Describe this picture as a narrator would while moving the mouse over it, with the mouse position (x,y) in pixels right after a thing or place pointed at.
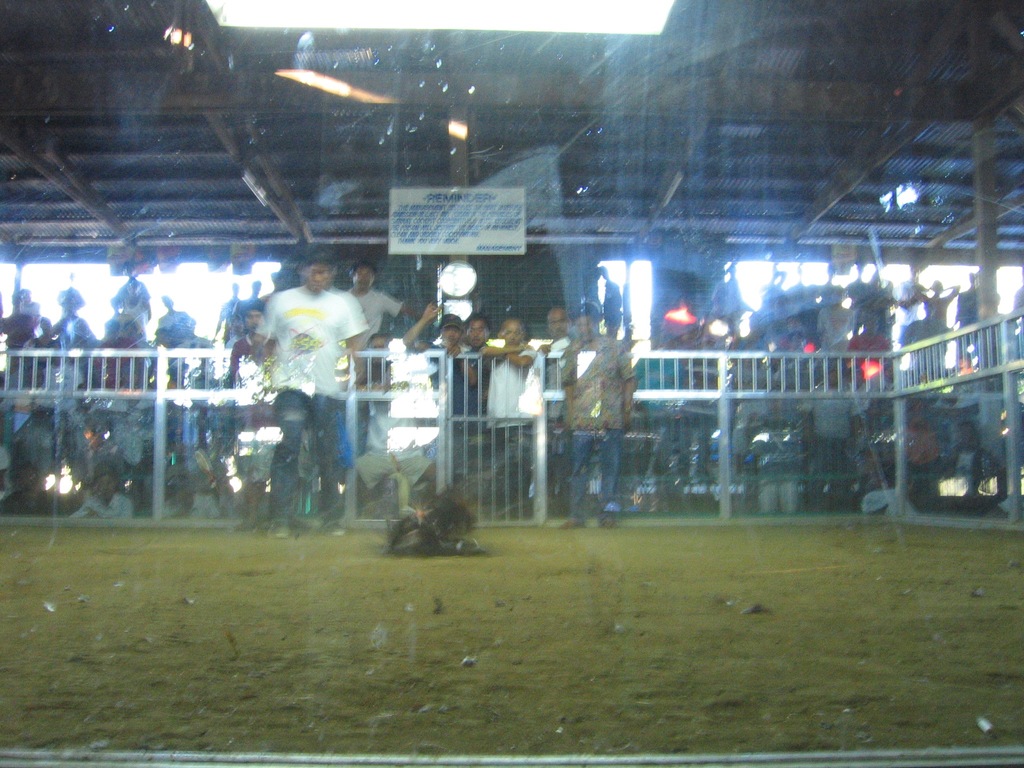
In the image we can see there are people (43,459) standing and there is a bird (467,527) on the ground (458,667). There is dirt (630,706) on the ground (458,667) and behind there is a hoarding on the top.
